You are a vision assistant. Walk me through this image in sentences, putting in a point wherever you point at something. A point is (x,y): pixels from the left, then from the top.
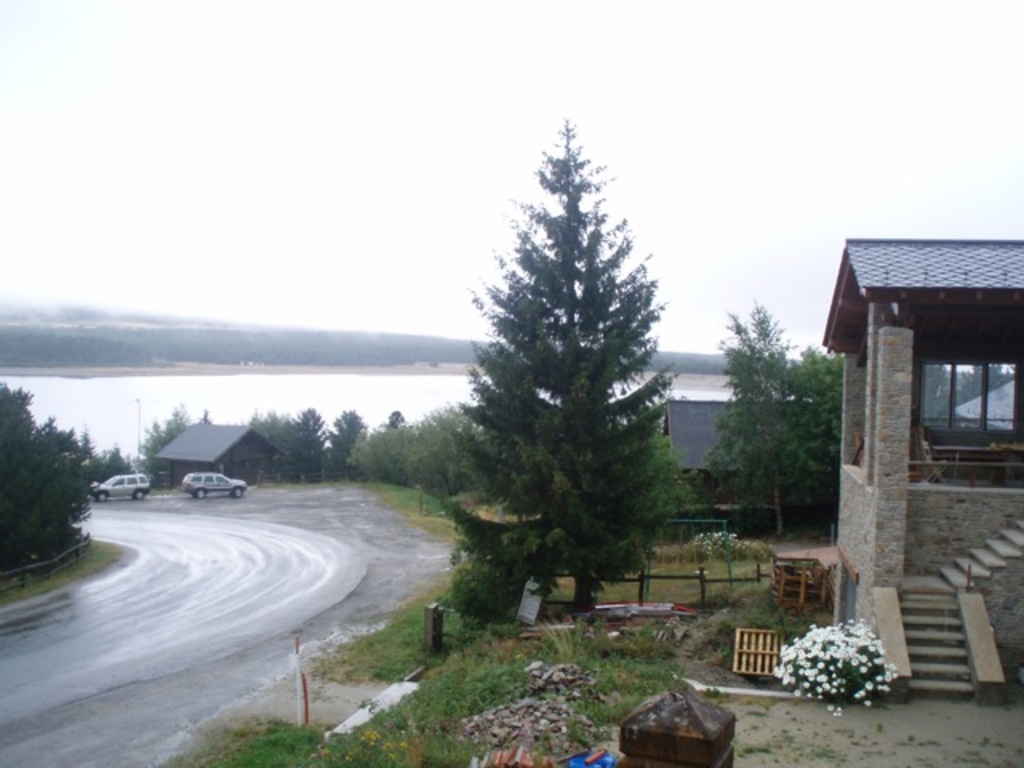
This image is taken on a road (301,545) in the center (480,453) there are trees (459,562), grass (463,692) on the ground (428,704), and there is a pole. On the left side (202,480) there are vehicles (122,478) parked near the road (203,529) and there is a cottage (218,451) and there are trees (265,433). In the background (251,393) there is water (254,380) and there are trees (283,344). On the right side (865,467) there is house (946,513) and in front of the house (929,508) there are flowers (837,652) and the sky (519,91) is cloudy.
